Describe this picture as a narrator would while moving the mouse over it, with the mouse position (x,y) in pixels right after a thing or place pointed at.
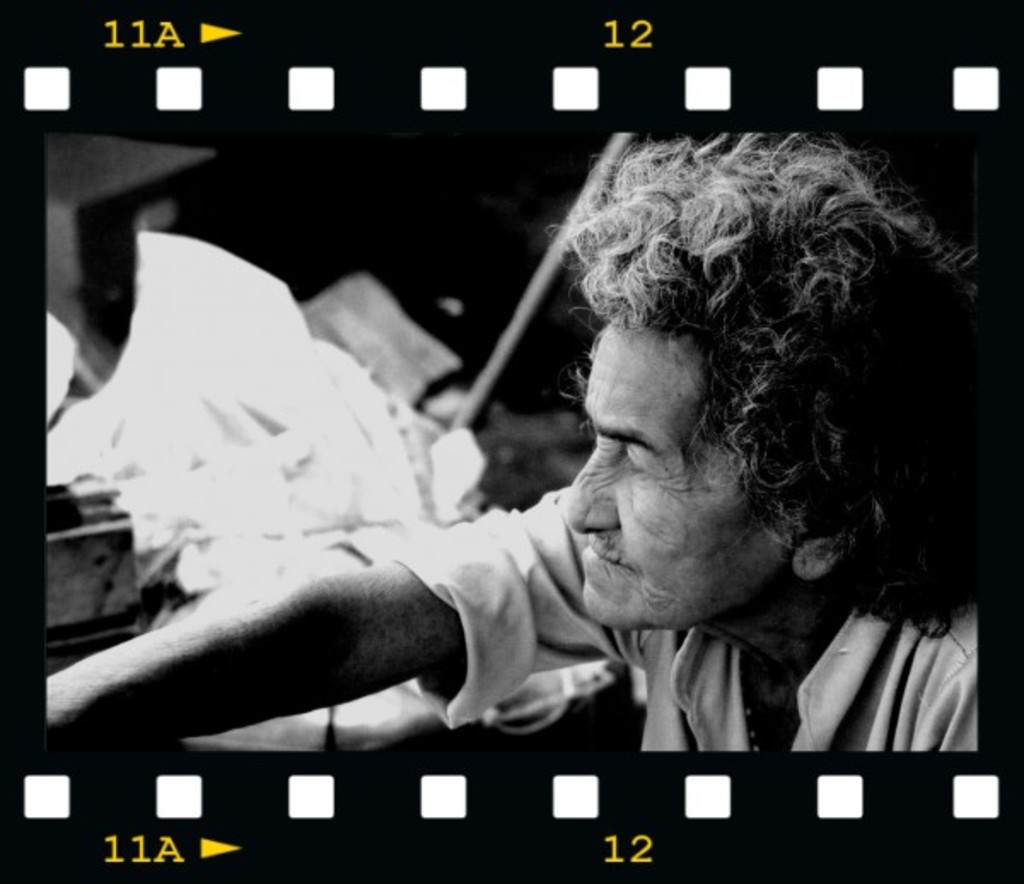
This is a black and white photo and here we can see a person (700,505) and there are some objects (273,399) and we can see some text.
